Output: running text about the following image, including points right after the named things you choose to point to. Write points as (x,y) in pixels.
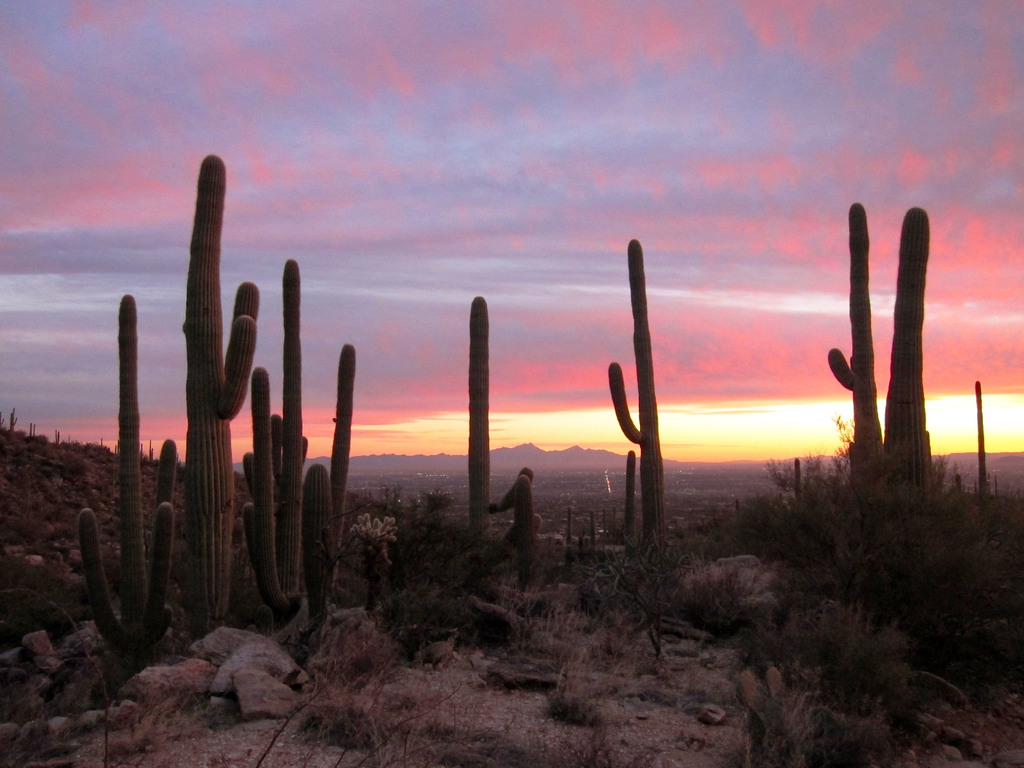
In this picture we can see a few cactus plants (136,496), some rocks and stones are visible on the path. Sky (408,438) is cloudy.
